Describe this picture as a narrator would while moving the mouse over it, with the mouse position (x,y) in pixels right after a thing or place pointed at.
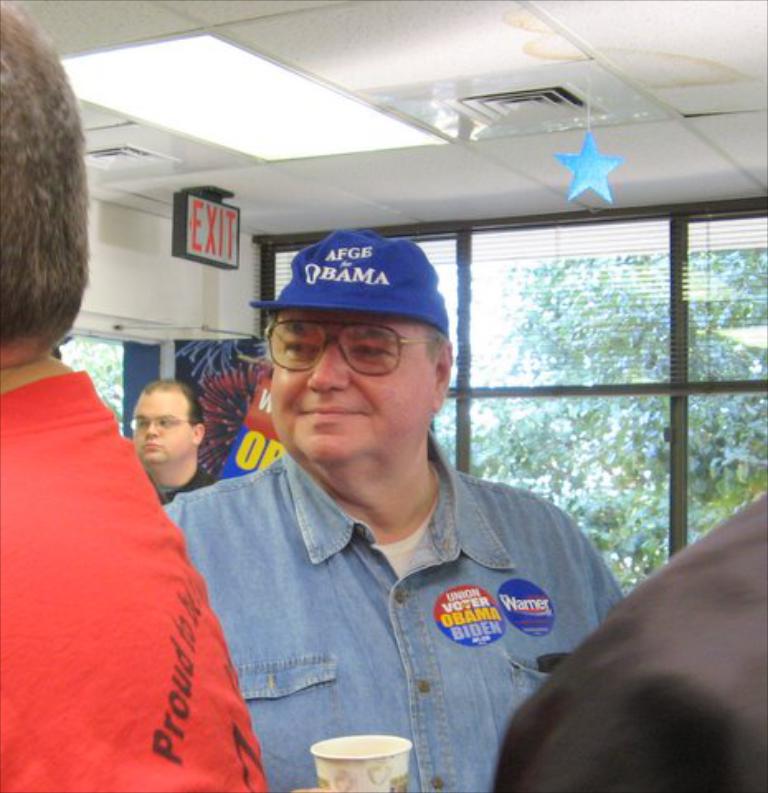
In this image we can see a group of people (290,598) standing. In that a man (352,494) wearing a cap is holding a glass (360,744). On the backside (603,515) we can see a wall (150,289), window (760,260), a board (181,378) and a roof (447,42) with a signboard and a star (571,191) hanged to it.
